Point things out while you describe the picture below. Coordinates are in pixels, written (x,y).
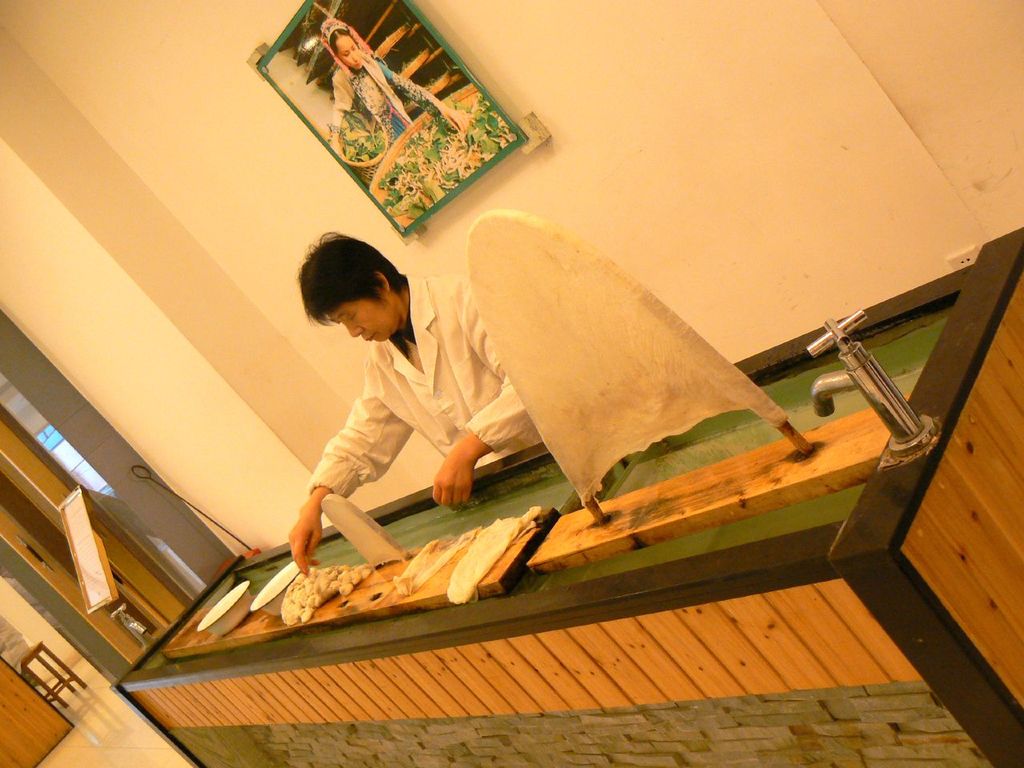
In this image we can see a man (499,423) standing. At the bottom (649,622) there is a counter table (324,660) and we can see bowls (258,603), wooden blocks (599,549), cloth (557,444) and some food (306,611) placed on the counter table (634,609). On the right (908,424) there is a tap (856,322). In the background (734,121) there is a wall (702,99) and we can see a frame (398,188) placed on the wall (445,238). On the left (81,689) there is a board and we can see a chair (75,675).
